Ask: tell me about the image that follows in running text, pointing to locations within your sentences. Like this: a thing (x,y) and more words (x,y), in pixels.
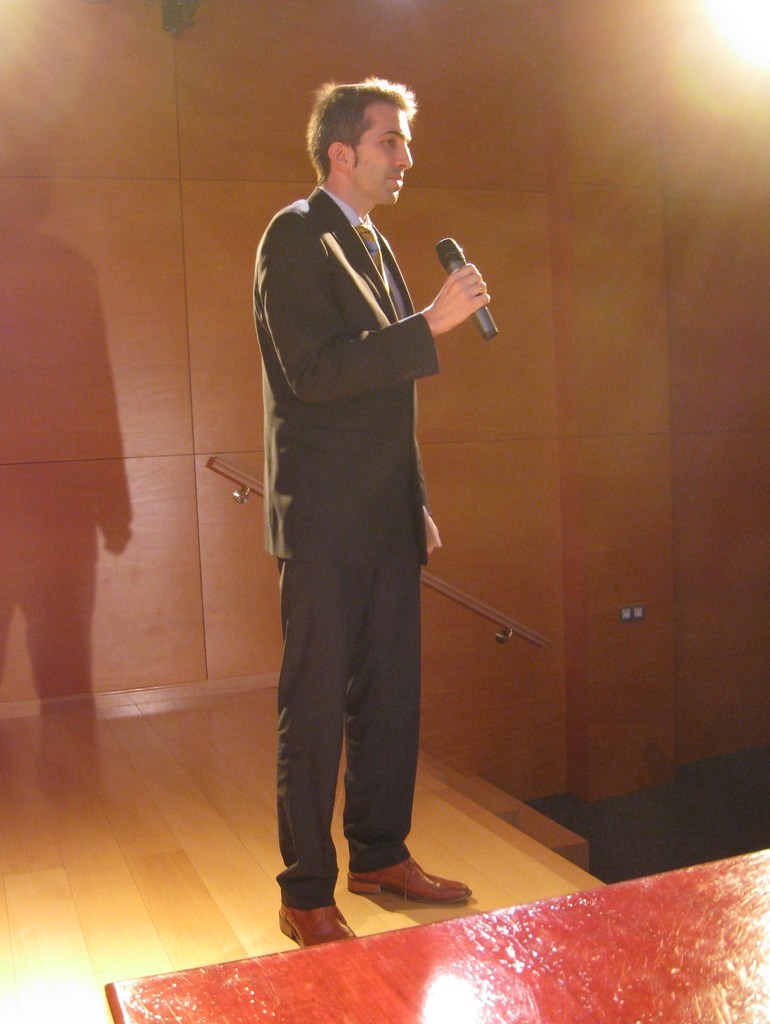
Here we can see a man (316,916) standing with a microphone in his hand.
